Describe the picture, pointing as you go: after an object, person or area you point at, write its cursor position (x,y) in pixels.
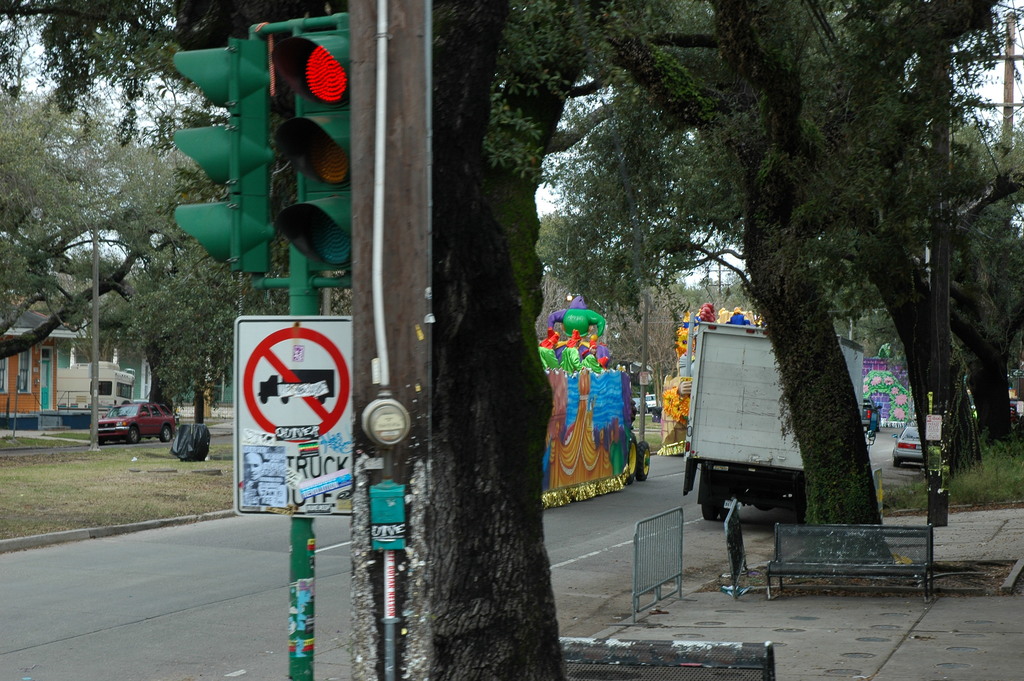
There are poles (361,76) and a tree (453,353) in the foreground area of the image (526,392), there are trees (871,491), parade floats (614,428), cars (142,413), houses (37,385) and the sky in the background (21,406).
